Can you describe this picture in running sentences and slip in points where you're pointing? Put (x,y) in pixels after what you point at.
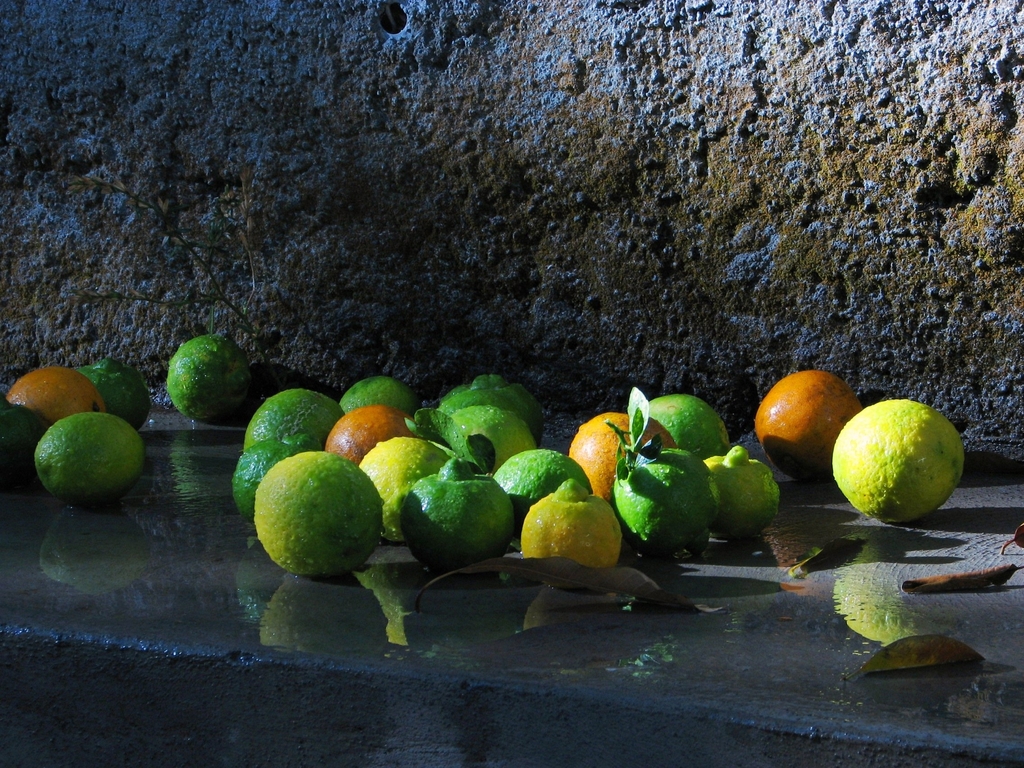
In this picture we can see fruits (127,382), leaves (907,588), water (565,598) on a platform (176,509) and in the background (142,315) we can see wall (291,213).
